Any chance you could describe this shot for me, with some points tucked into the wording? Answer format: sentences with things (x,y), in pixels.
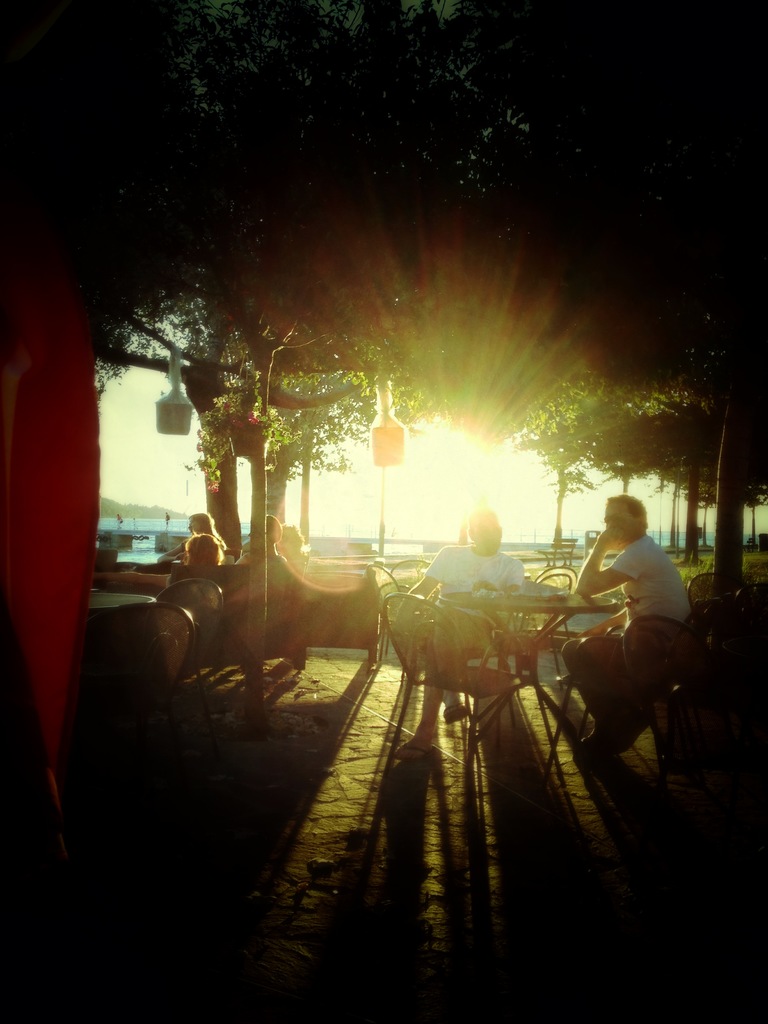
In this image there are persons (592,556) sitting on the chairs (458,619) in front of the table (502,596). Image also consists of many trees (558,479). This image is taken during sunset time. Benches (567,542) are also visible in this image.
